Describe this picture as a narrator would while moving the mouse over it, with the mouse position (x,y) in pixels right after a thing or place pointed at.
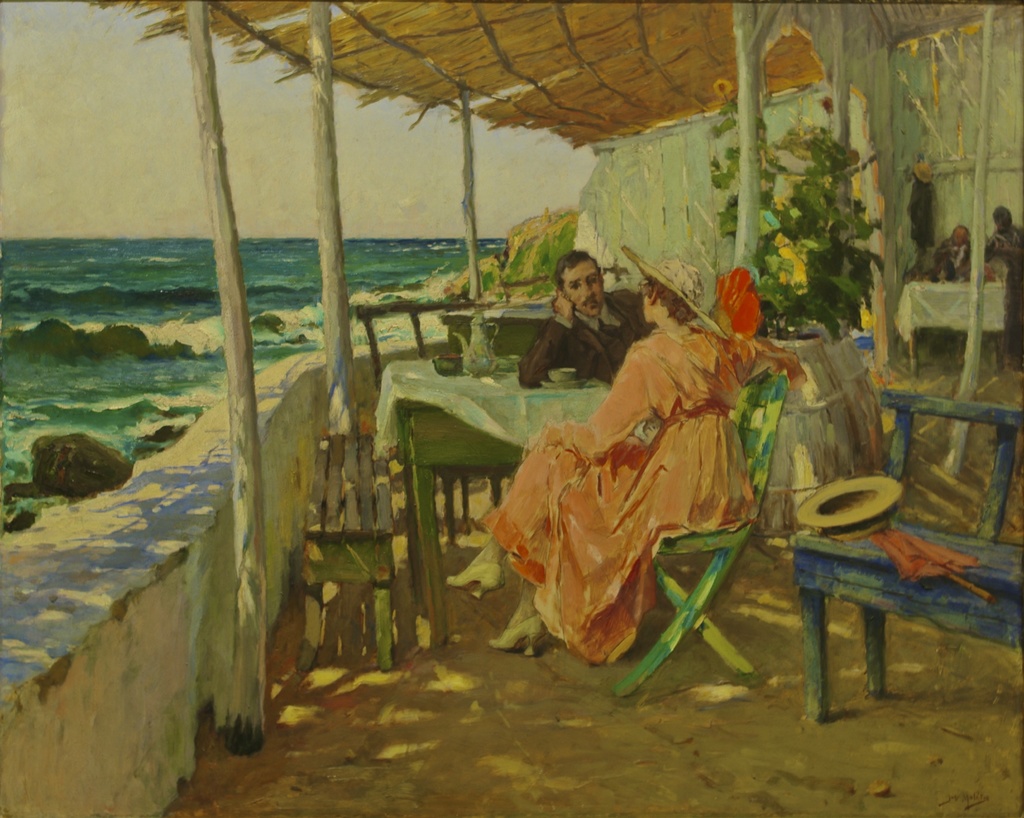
There is a man (616,321) sitting on a chair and placing hand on the table (481,384), on which, there is a cup (566,368) on the saucer (566,384), a jug (479,352) and other objects (440,364), near a woman (719,351), who is sitting on another chair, which is on the floor (709,662). On the left side (163,532), there is a wall (211,424), near wooden poles (207,167) and tent (532,109). On the right side (996,234), there are other persons (1008,306), pot plant (827,326), which is having flowers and other furniture (1002,575). In the background (41,255), there is an ocean (311,273) and there is sky (35,57).
